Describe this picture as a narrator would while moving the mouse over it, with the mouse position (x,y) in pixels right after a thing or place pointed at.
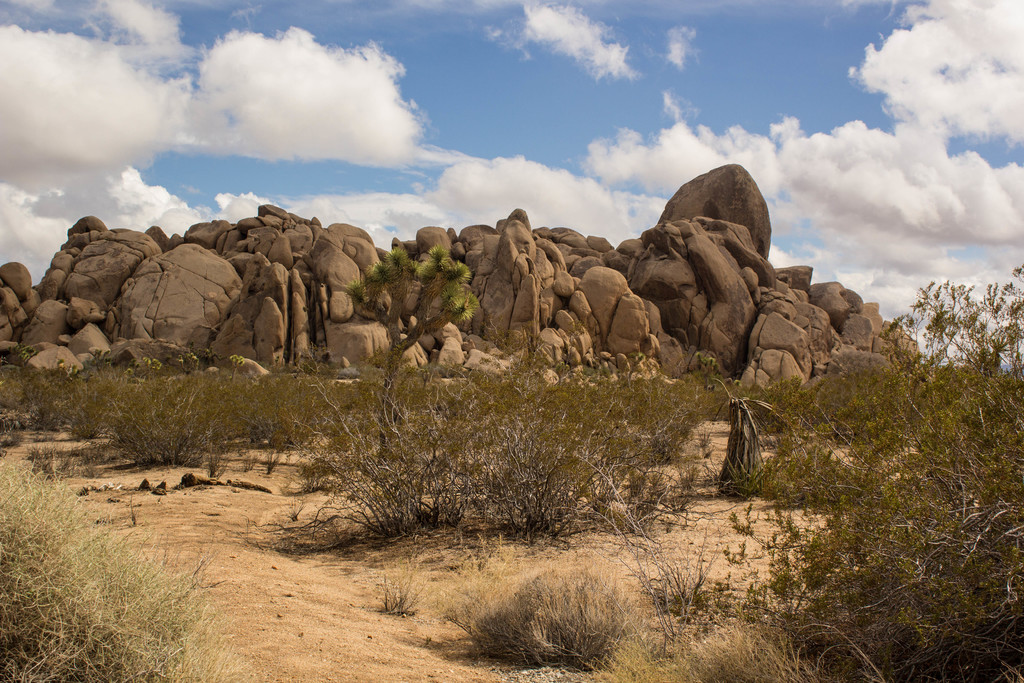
Here we can see plants (117,666), trees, and rocks (577,253). In the background (428,157) there is sky (644,110) with clouds (879,169).
